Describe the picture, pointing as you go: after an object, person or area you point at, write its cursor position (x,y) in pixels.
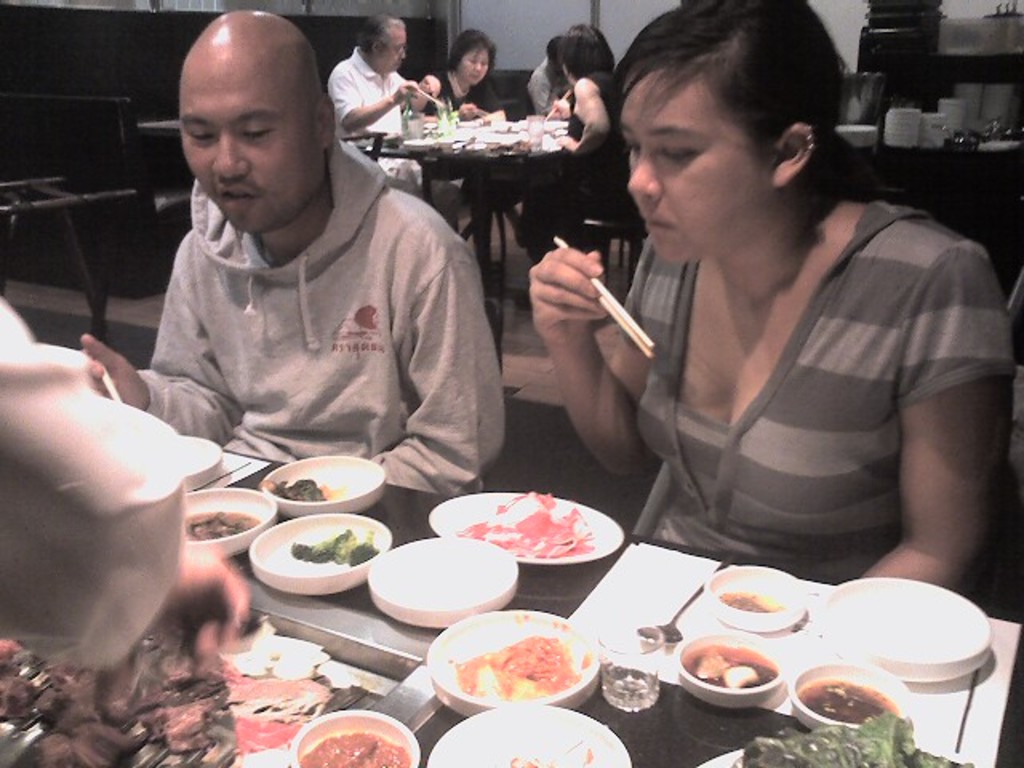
In this image we can see few people (794,205) sitting on chairs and among them few people (277,256) are holding chopsticks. There are groups of objects (300,536) on the tables (338,703). In the top right (952,47), we can see objects (913,113). Behind the persons (333,118) we can see the wall (29,68). On the left side (71,425), we can see the hand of a person (62,391).
